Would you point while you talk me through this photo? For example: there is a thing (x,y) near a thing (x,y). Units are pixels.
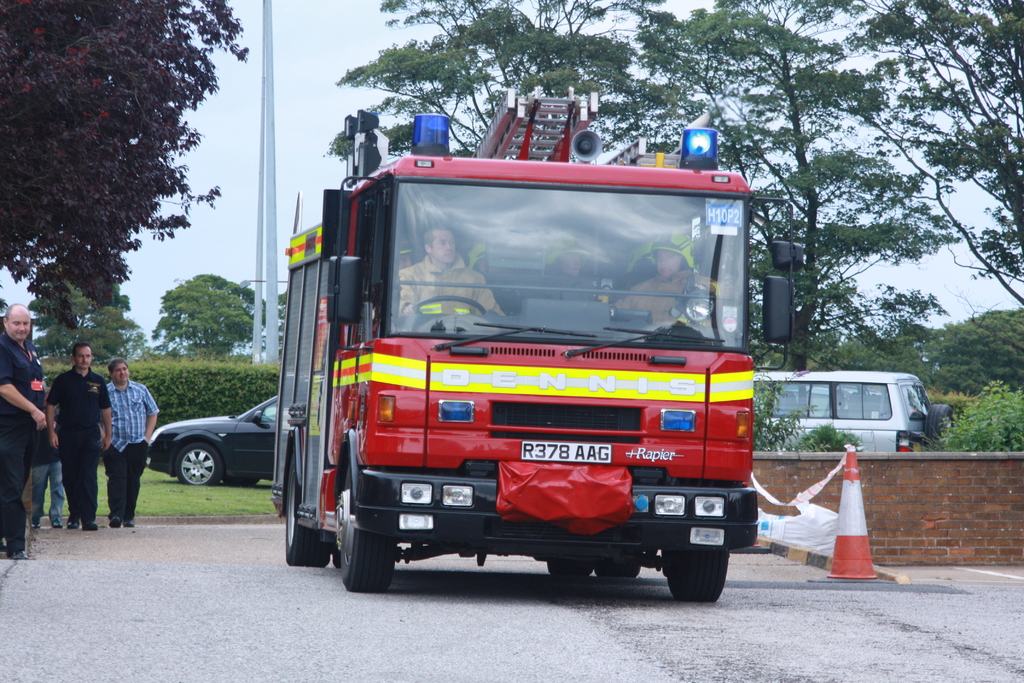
In this picture we can see vehicles (335,545), people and a traffic cone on the ground (522,615) and in the background (925,12) we can see plants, trees (881,103), poles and the sky (925,262).
